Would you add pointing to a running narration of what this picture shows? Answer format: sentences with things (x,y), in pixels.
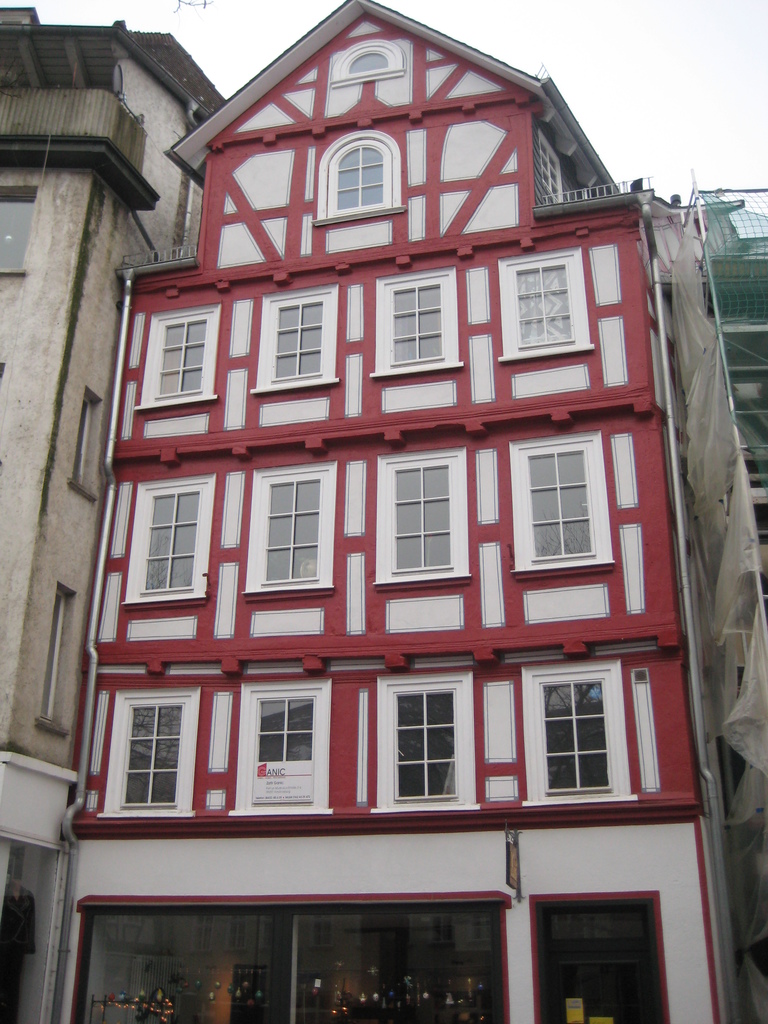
In the picture I can see the buildings (580,348) and glass windows (522,258). I can see the cloth cover pole (683,350) on the right side (697,334). There are clouds (682,180) in the sky (746,105). It is looking like a net fence (733,247) on the top right side of the picture (725,240).
